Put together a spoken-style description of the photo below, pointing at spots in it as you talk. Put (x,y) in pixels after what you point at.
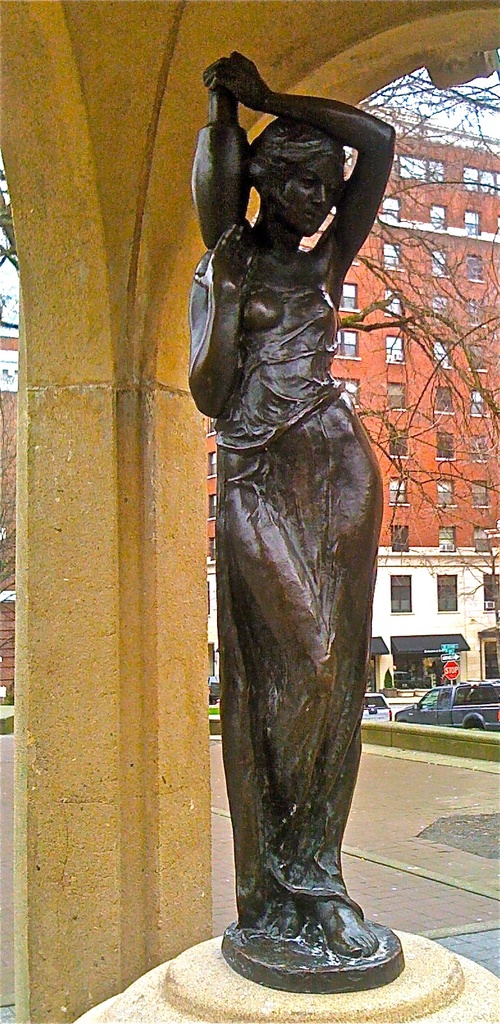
In the image I can see a statue (260,547) and to the side there is a building (357,271) and also I can see some boards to the building (492,670) and two cars (442,719).
